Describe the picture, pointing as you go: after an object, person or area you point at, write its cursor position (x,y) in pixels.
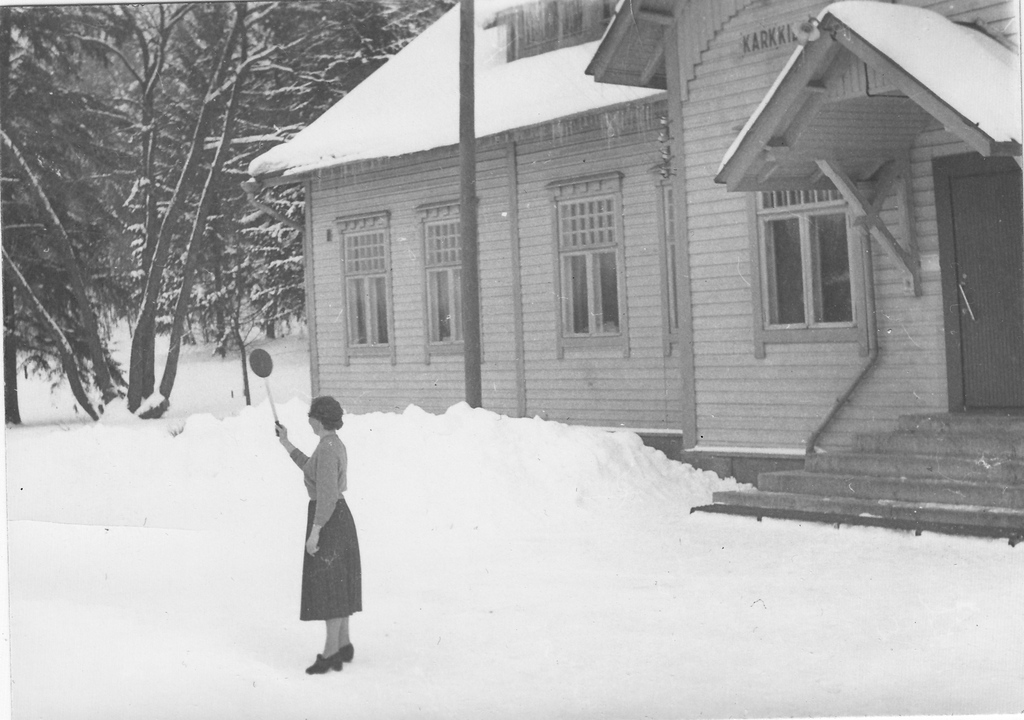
In this image I can see the person (320,517) wearing the dress (315,575) and holding something. The person (320,522) is standing on the snow (441,585). At the back of the person (333,620) I can see the house (437,359) with windows (431,328) and many trees (131,233).
